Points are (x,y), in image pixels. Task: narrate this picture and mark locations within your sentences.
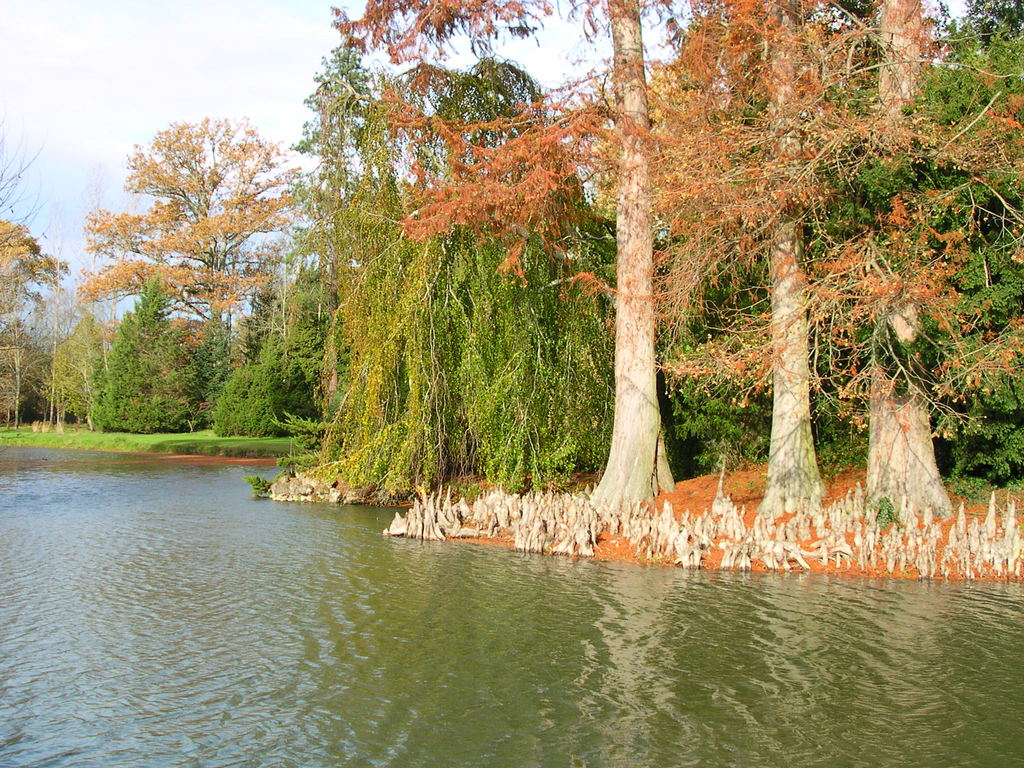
In this image I can see water (528,599) in the front (279,645). In the background (226,343) I can see number of trees (336,355), grass (37,433) and the sky (209,97).
